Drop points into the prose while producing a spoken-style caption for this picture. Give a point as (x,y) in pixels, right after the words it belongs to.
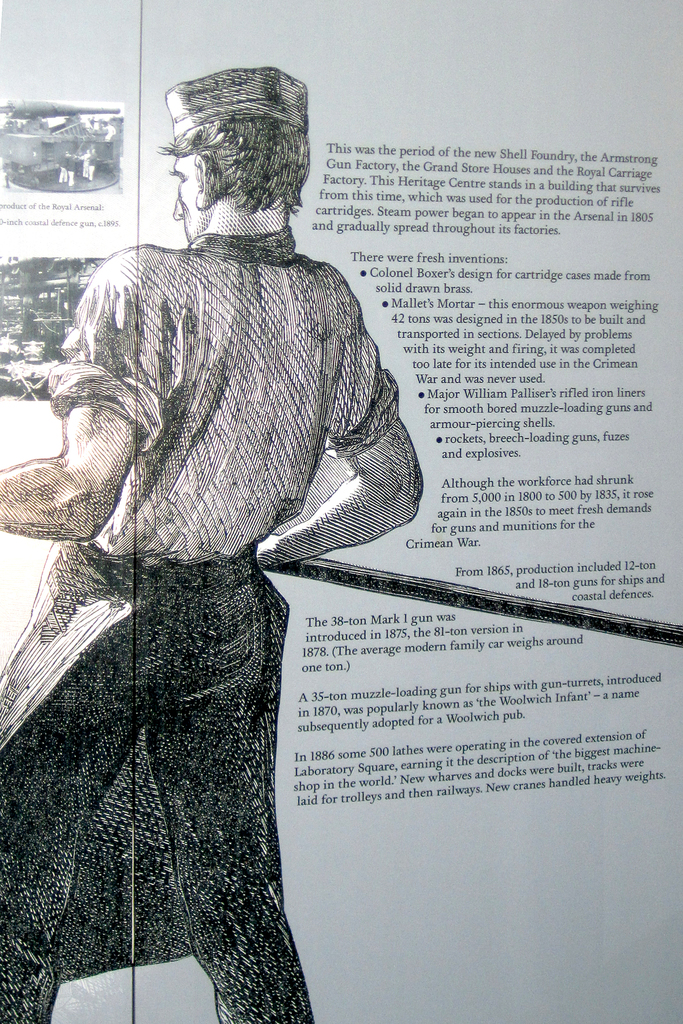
In this image there is an article (377,386) in which a man (218,473) holding a stick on the left side (180,264) and there is a text (559,505) on right side (578,312).
